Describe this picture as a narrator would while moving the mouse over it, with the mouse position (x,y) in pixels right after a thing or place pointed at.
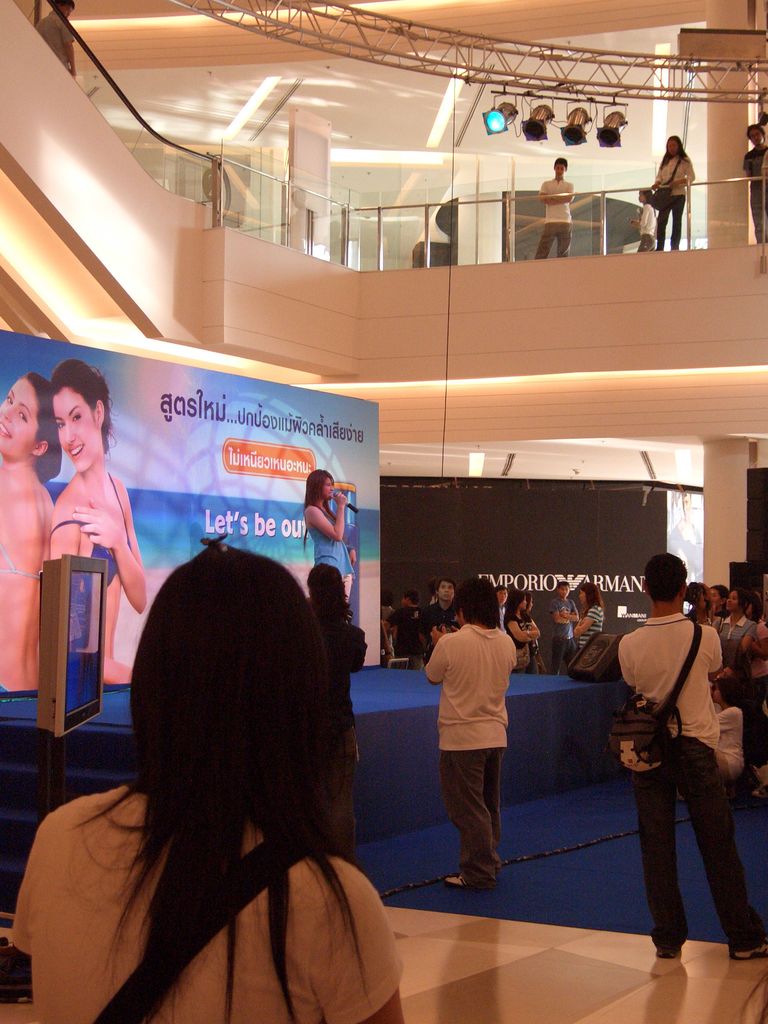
In the image there are few people (735,657) standing. There is a stage (506,787) with blue carpet (584,902) and also there is a lady (312,516) standing and holding the mic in her hand (336,501). Behind her there is a poster (125,561). And also there is a pole (54,742) with the screen (84,591). There is a glass railing (432,231). Behind the railing (744,182) there are few people (754,190) standing and also there are pillars (728,190). There is a black color poster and also at the top of the image (507,119) there are rods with lights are hanging onto it.
